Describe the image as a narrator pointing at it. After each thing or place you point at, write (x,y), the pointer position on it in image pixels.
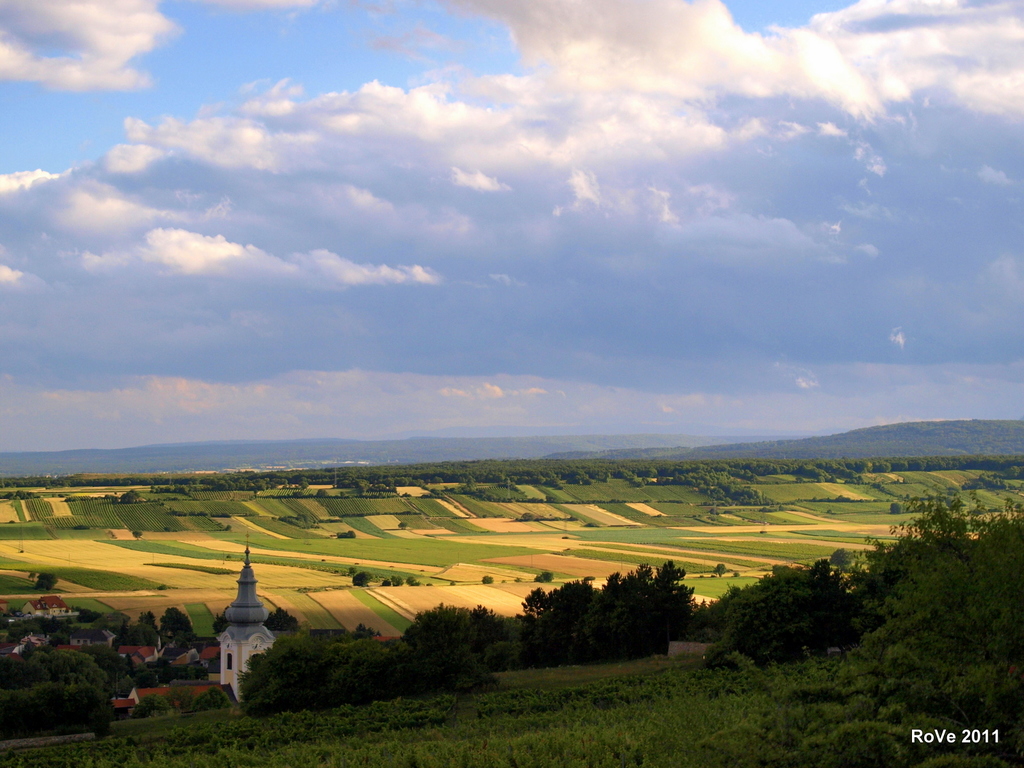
At the bottom of the image (723,640), we can see trees (589,653), plants (382,737), tower (230,643), houses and hill (933,448). Background (861,345) we can see the cloudy sky (589,218). On the right side (969,740) bottom corner, there is a watermark (955,744) in the image.
